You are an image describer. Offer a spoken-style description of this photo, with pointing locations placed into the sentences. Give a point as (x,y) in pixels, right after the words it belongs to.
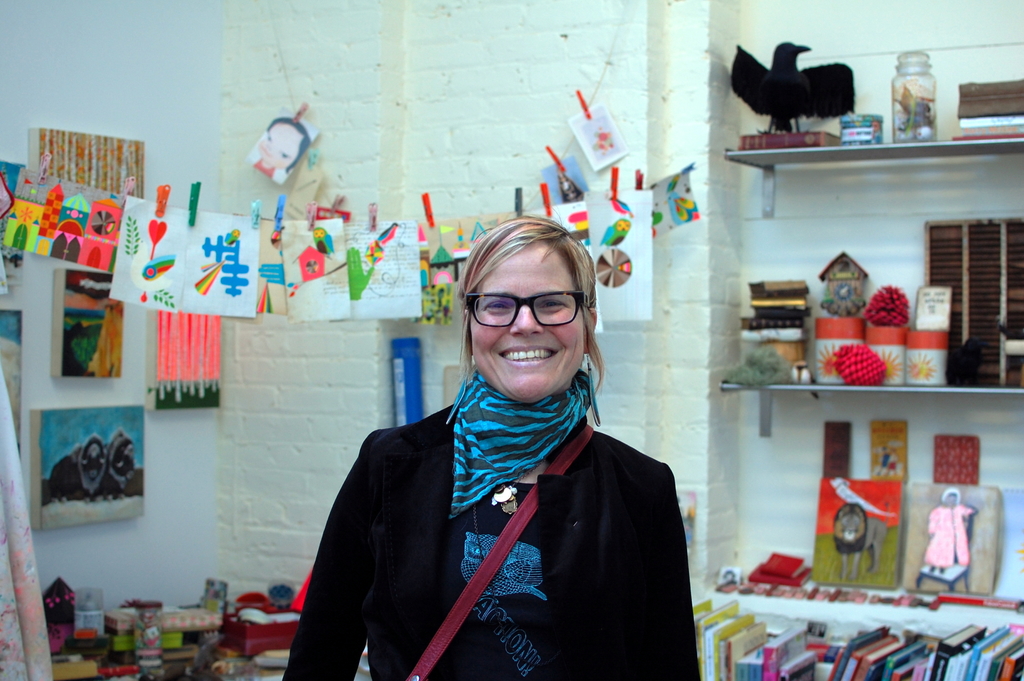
In this image there is a woman (529,243). There are shelves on the right side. There are books (1023,644) and papers (564,222). There is a wall (110,577) in the background (102,588).
